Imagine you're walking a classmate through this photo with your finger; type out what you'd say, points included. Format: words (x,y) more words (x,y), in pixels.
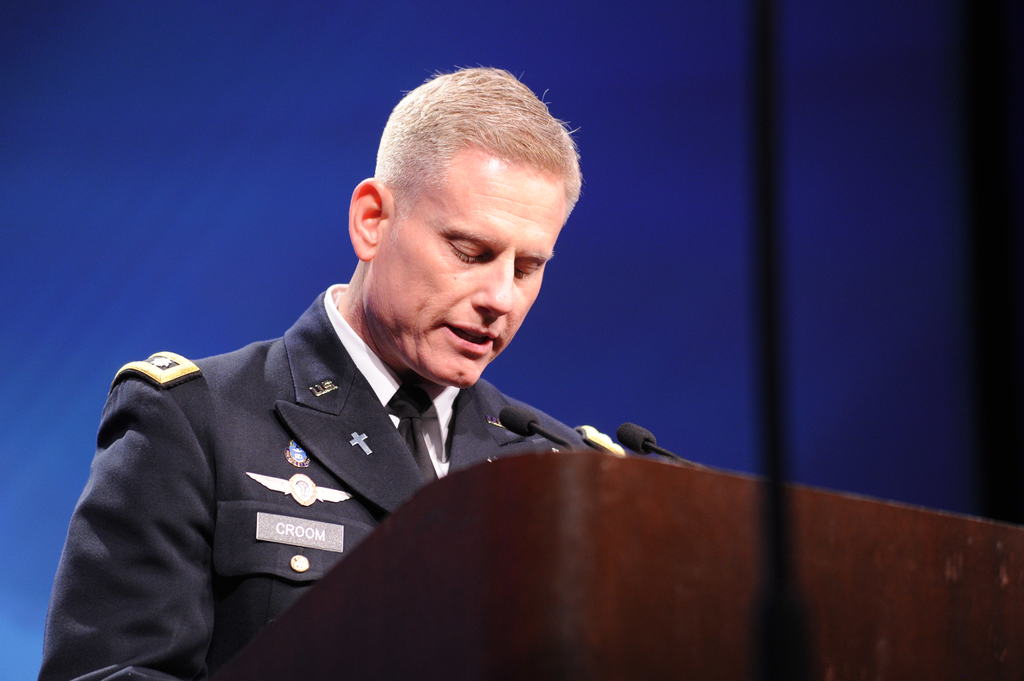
In this picture we can see a person (174,523) standing. There are mics (532,425) and a podium (748,531). Background (659,420) is blue in color.
